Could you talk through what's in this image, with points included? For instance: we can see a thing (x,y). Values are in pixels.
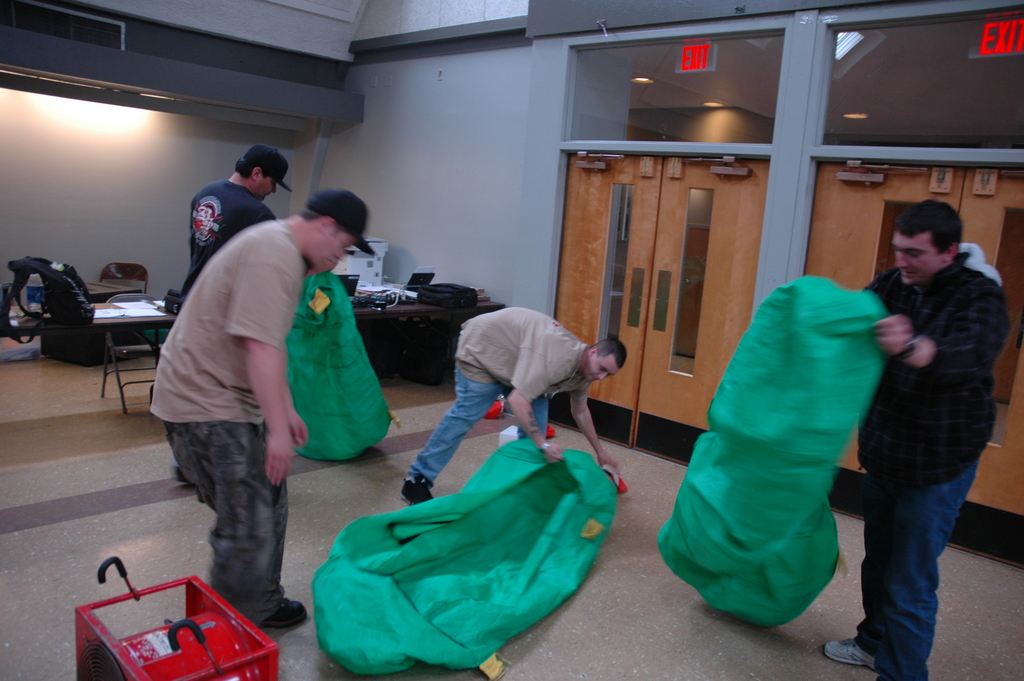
In this image there are some persons (293,429) standing in middle of this image (462,421) and there a wall (182,162) in the background (435,134) and there are two doors (818,244) at right side of this image (832,203) and there is one object (195,606) kept at bottom left corner of this image (166,627) and there are some tables (369,315) and chairs (132,269) are in middle of this image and the person (940,369) standing at right side (796,423) is holding an object (761,468).
